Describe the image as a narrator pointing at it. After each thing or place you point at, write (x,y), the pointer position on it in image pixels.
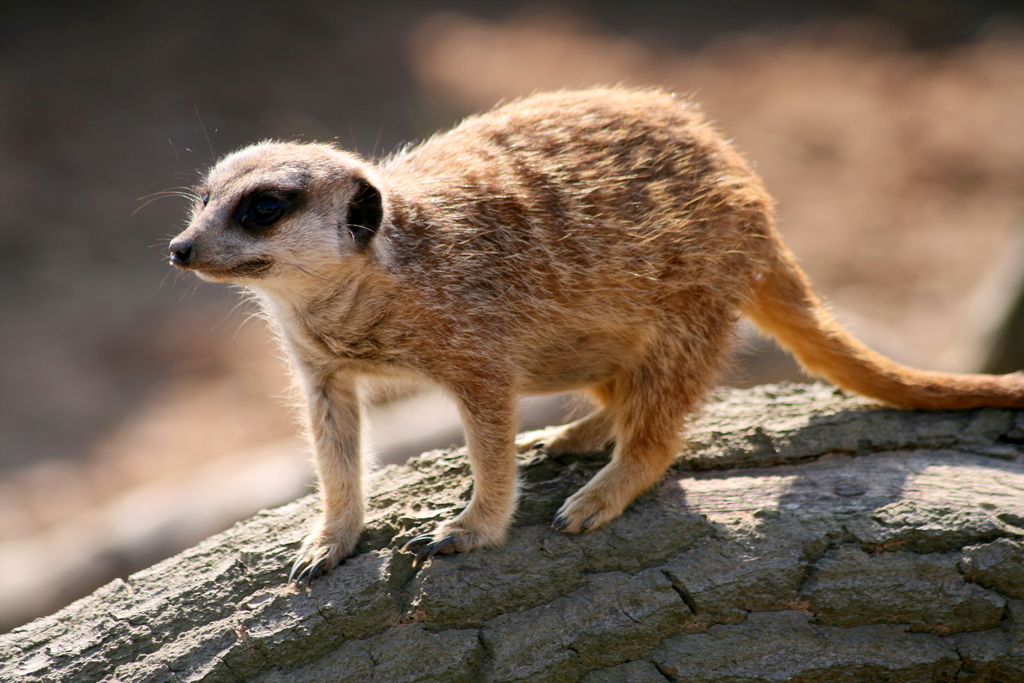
This is the mongoose (600,234), which is standing on the log (521,539). The background (49,329) looks blurry.
